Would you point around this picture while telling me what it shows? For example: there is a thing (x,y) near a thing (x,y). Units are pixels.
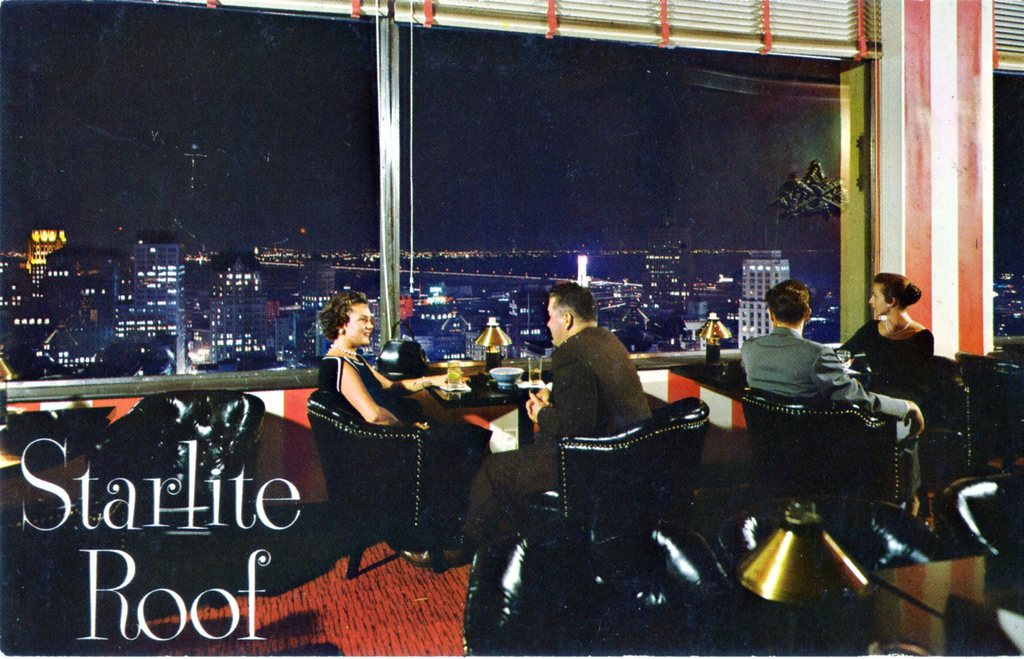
in the picture we can see a restaurant (641,371) in the restaurant (523,375) we can see two couples (458,432) sitting in the chair (562,462) with the tables (504,393) in front of them, we can also see a night view (418,231) from the window (458,195).
